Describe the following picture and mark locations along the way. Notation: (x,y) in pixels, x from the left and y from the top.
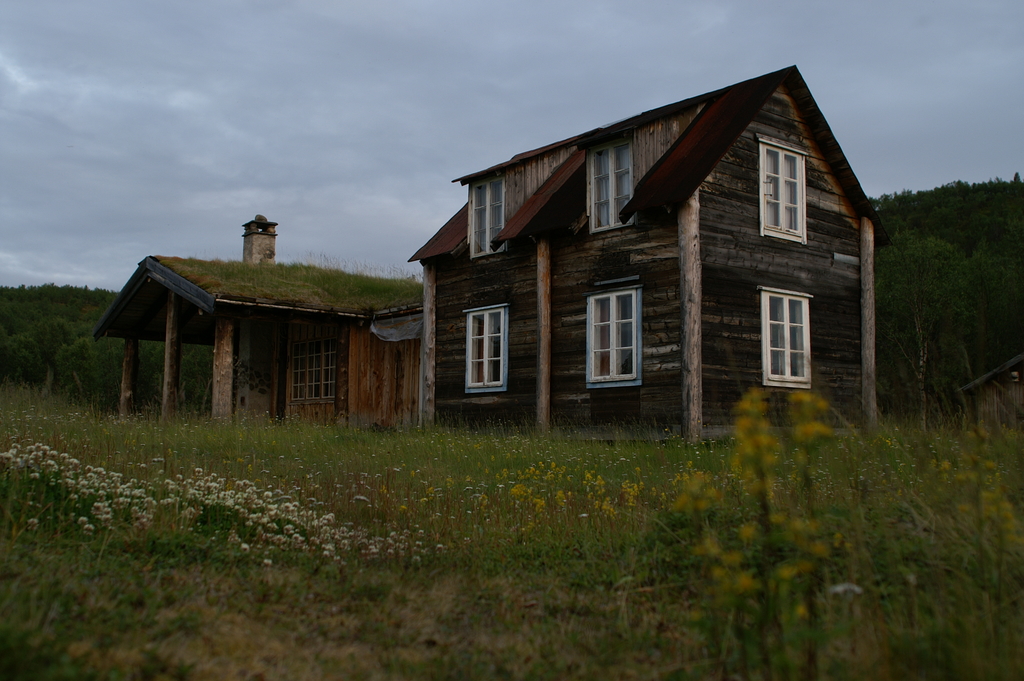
In this image we can see there are wooden houses (510,354), around the house (720,365) there is a greenery (770,470) with trees (93,343), plants (778,470) and the sky (450,62). In the background (304,106) there is the sky (295,91).
